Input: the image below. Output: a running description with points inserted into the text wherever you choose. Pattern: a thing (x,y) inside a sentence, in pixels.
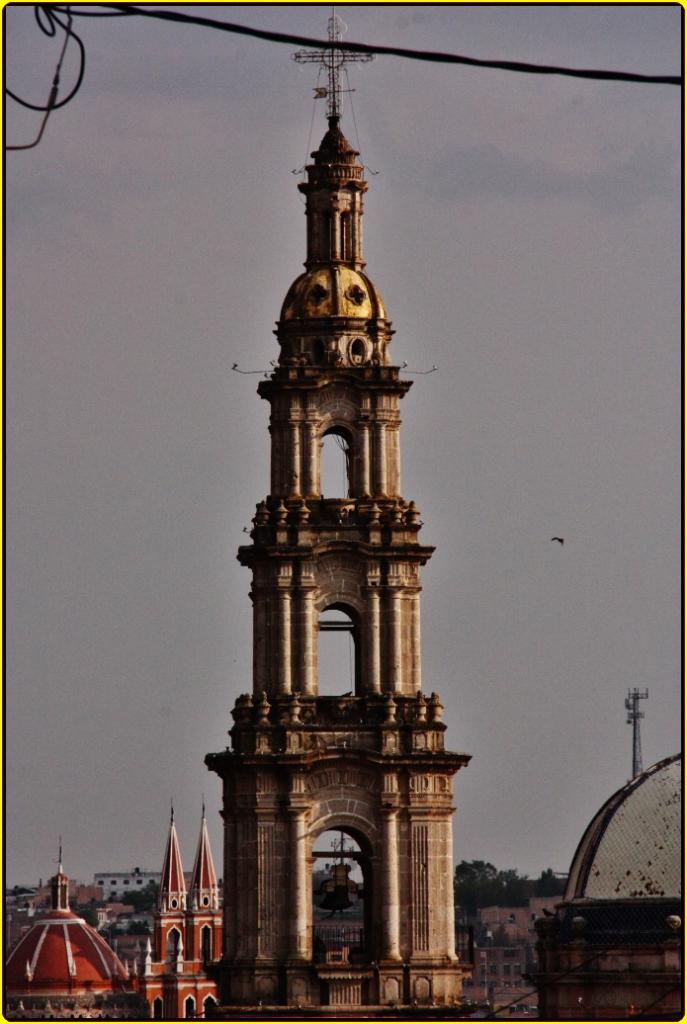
In this picture in the front (376,492) there is a tower (363,699) and on the top (363,46) there is a wire (476,57). In the background (477,26) there are buildings (141,937) and the sky (529,488) is cloudy.
